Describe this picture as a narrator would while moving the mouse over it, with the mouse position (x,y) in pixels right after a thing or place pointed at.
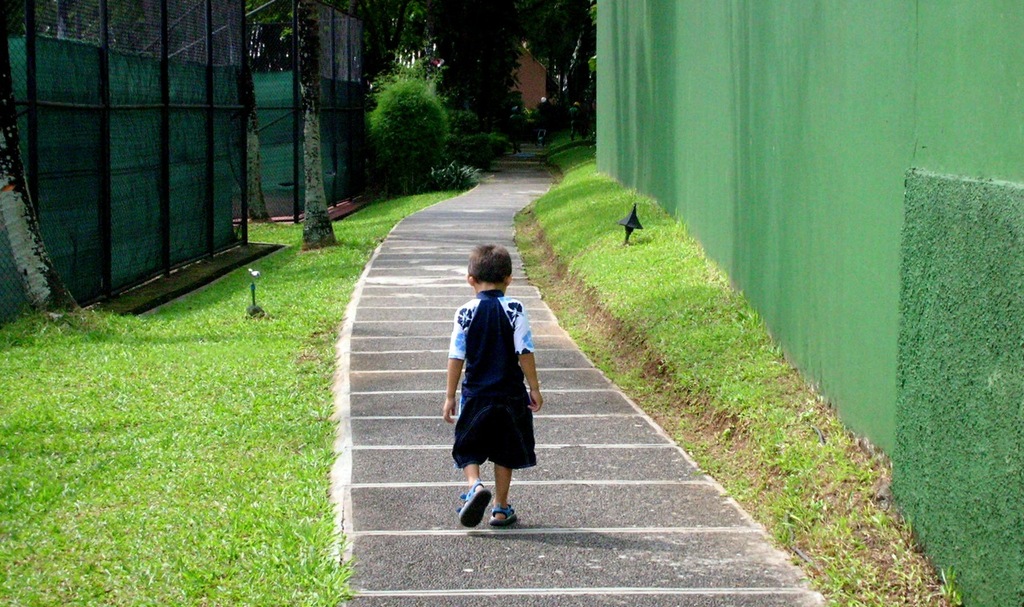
In this image I can see a boy (539,388) walking on the road (432,234) and I can see a green color fence (838,87) visible on the right side (915,222) and on the left side (138,74) and on the left side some bushes (404,108) visible in front of it and on the floor (238,392) I can see grass (140,344). and at the top (431,34) I can see trees (473,51).
